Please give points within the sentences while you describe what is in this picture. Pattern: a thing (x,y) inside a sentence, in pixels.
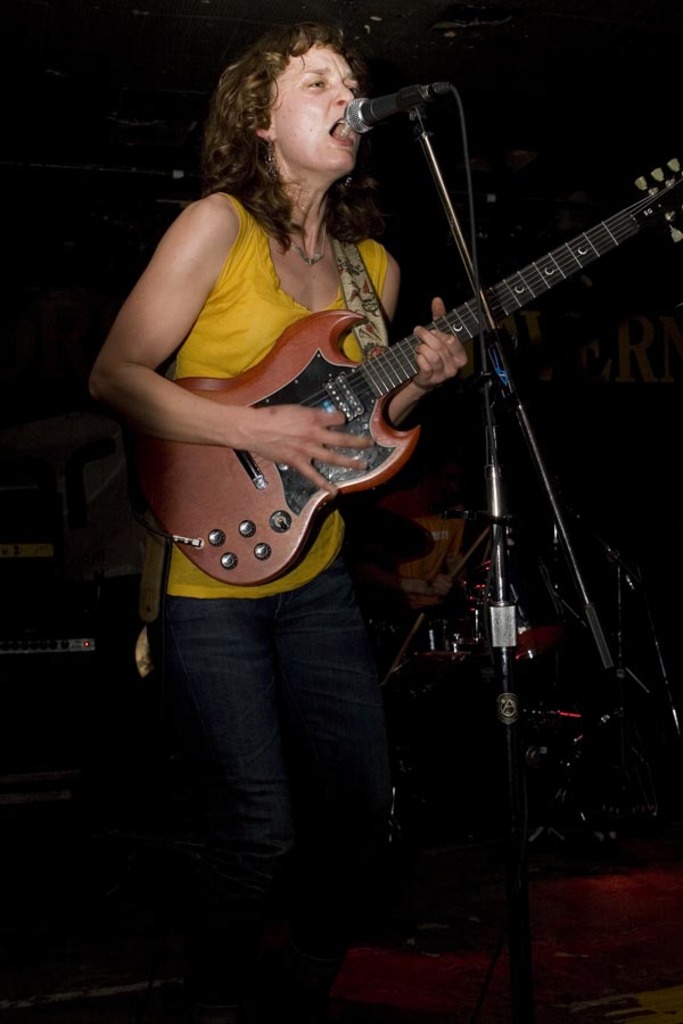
Here is the woman (245,309) standing and singing the song. She is playing guitar (271,399). This is the mic (351,112) attached to the mike stand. At background (415,598) I can see a person (437,577) sitting and playing drums (446,685).
